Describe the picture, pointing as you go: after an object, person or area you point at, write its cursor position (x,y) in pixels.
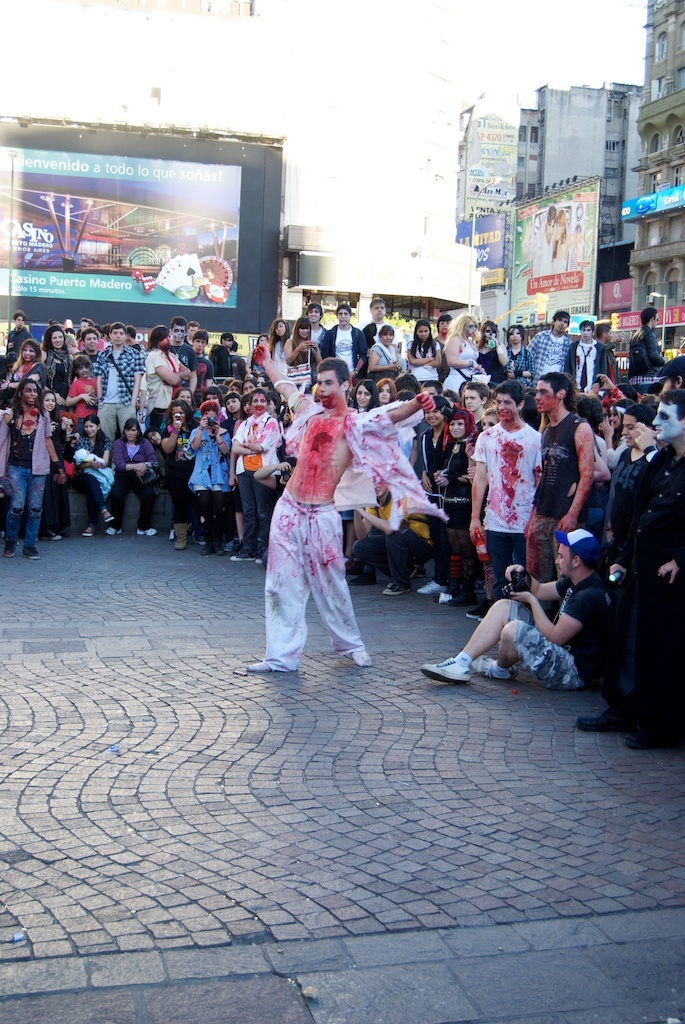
In this image we can see some people (376,553) are sitting and some are standing. And we can see some objects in people's hands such as cameras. And we can see the screen (234,153) and few hoardings (508,189). And we can see the buildings (614,266).
